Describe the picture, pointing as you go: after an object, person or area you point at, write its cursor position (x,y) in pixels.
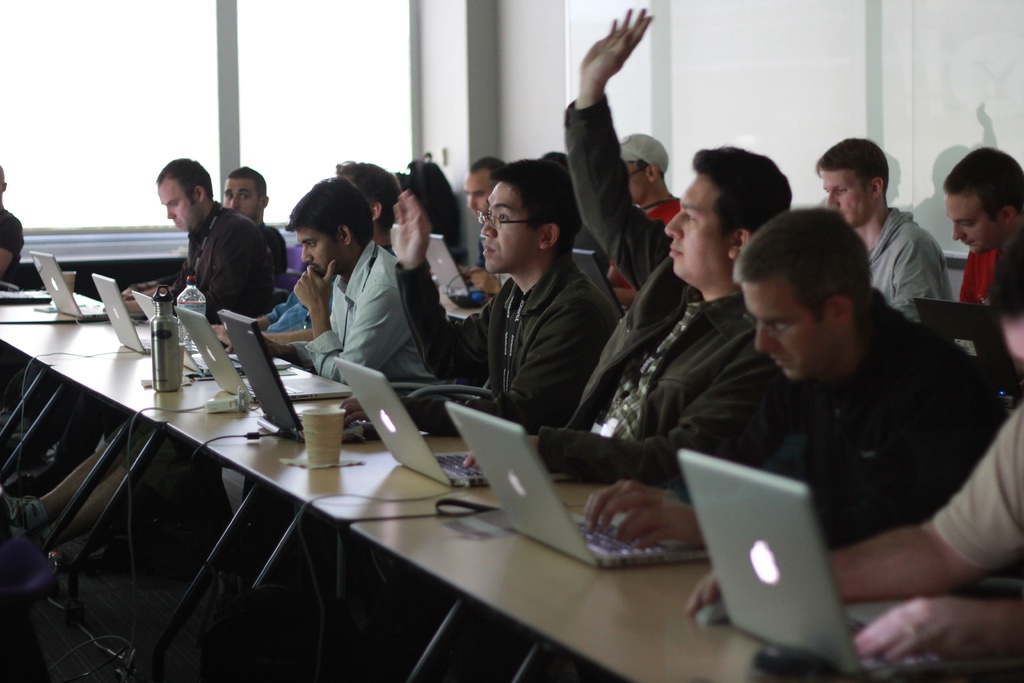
People (697,249) are sitting. A person (634,246) is raising his hand (607,70). There are laptops (290,422), glass (309,415) and bottles (166,310) on the tables (147,395). There are glass windows (173,123) at the back (133,125).
